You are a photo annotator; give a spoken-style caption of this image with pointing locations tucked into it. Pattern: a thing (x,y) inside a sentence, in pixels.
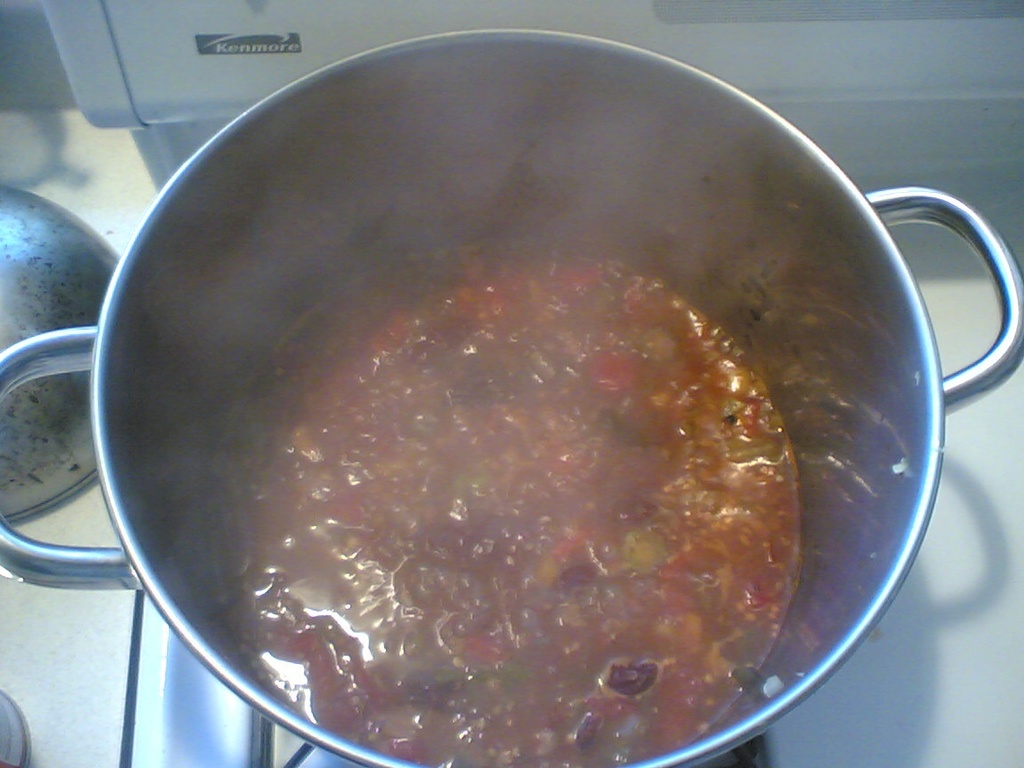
In this picture we can observe a bowl (202,350) placed on the stove (984,456). There is some food (422,481) placed in the bowl (248,397). On the left side (10,272) there is a bowl (27,326) placed on the desk (26,149). We can observe a white color desk (945,551) in the background (16,656).
